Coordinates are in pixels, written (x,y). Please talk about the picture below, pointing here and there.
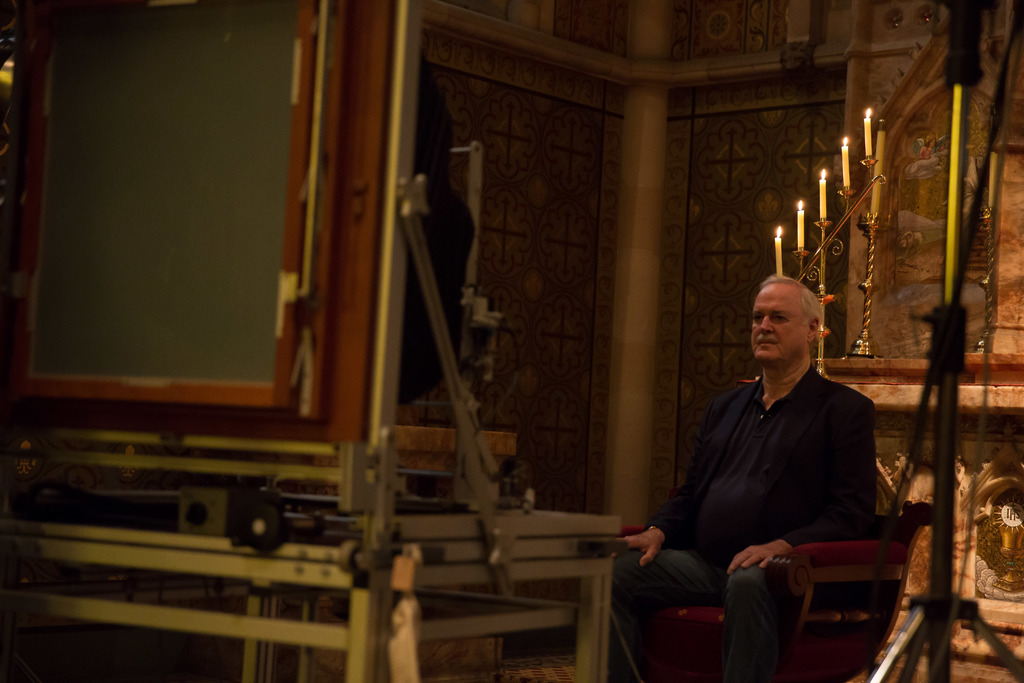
There is a man (813,334) in black color dress (787,456), sitting and watching a device (325,178). That is in the left hand side of the image (112,75). On the right hand side (936,588), there is a stand (944,301). In the background (792,192), there is a wall (937,77) and some candles (867,118).
